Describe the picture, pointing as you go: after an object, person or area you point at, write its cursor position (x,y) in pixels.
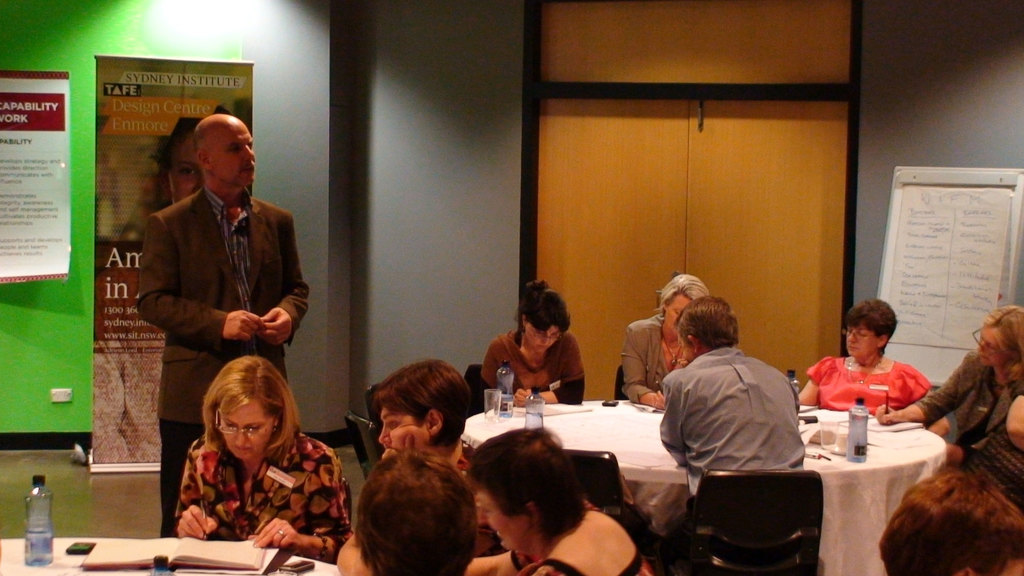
in this picture a man (196,220) is standing on the floor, and opposite to him there are group of people (699,324) sitting on a chair (733,505), and in front there is the table (595,438), water bottles (854,432) and book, and pens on it, and at the back (474,208) there is the wall (509,222), and right to opposite there is the hoarding (152,113) attached to it.
